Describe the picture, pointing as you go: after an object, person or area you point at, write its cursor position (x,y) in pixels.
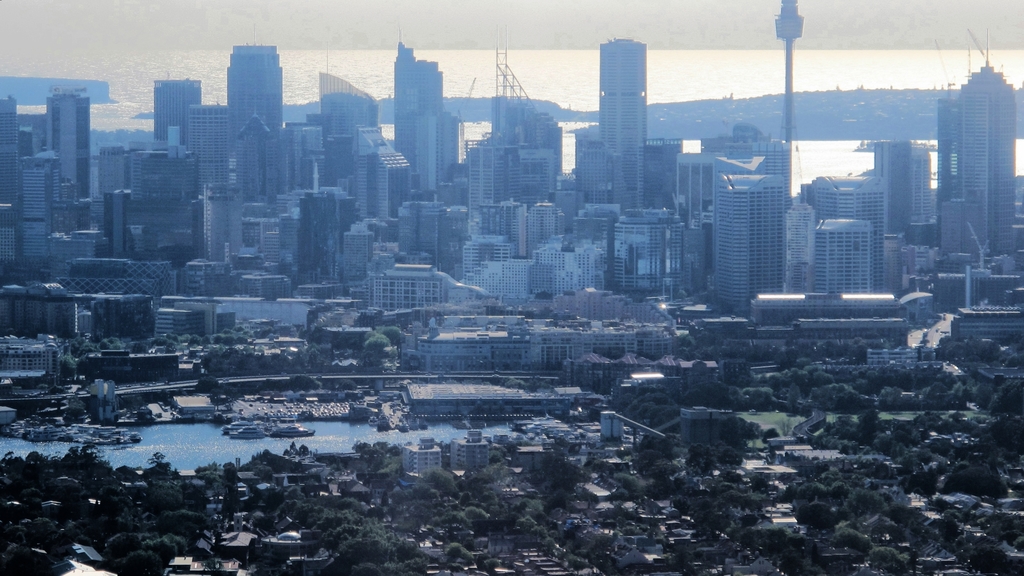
In this image, we can see buildings (962,315), trees (278,363), water (378,438), road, boats (404,428) and vehicles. Top of the image (713,63), we can see the water (754,52).
